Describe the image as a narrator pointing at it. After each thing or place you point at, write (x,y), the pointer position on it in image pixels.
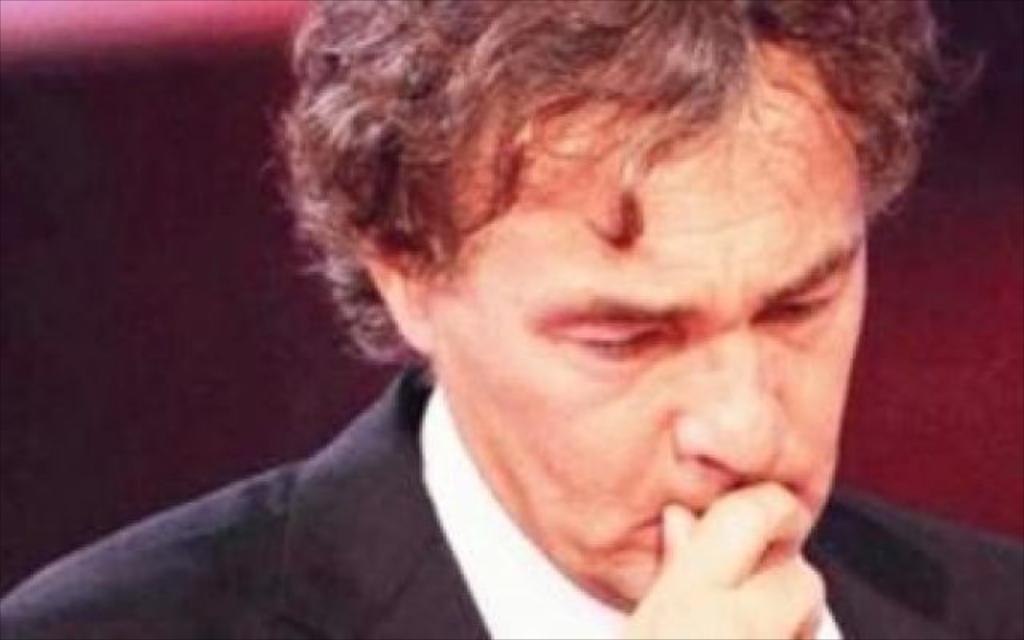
In this image in the foreground (597,277) there is one person (611,377), and the background (88,391) is blurred.
